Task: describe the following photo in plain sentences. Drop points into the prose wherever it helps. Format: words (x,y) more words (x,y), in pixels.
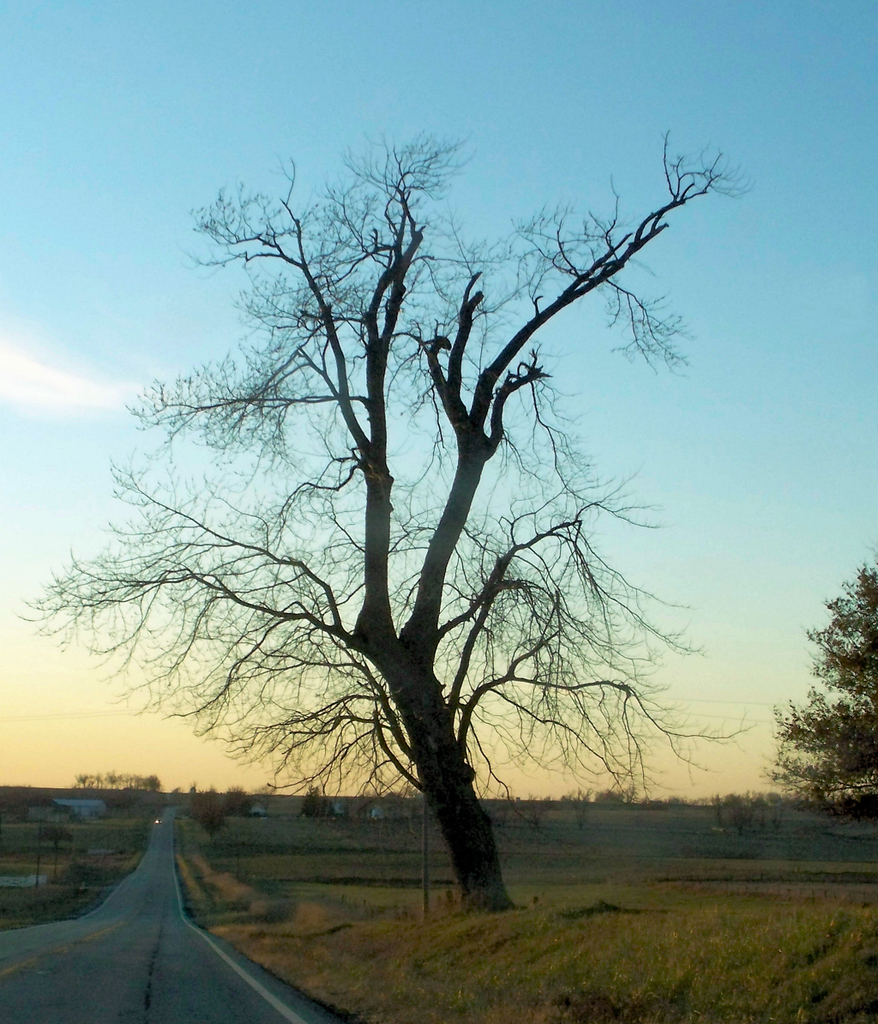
In this picture there are trees (561,677) and there are houses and there are poles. At the top (207,199) there is sky (147,340). At the bottom (130,869) there is a road (120,940) and there is grass (472,969).
